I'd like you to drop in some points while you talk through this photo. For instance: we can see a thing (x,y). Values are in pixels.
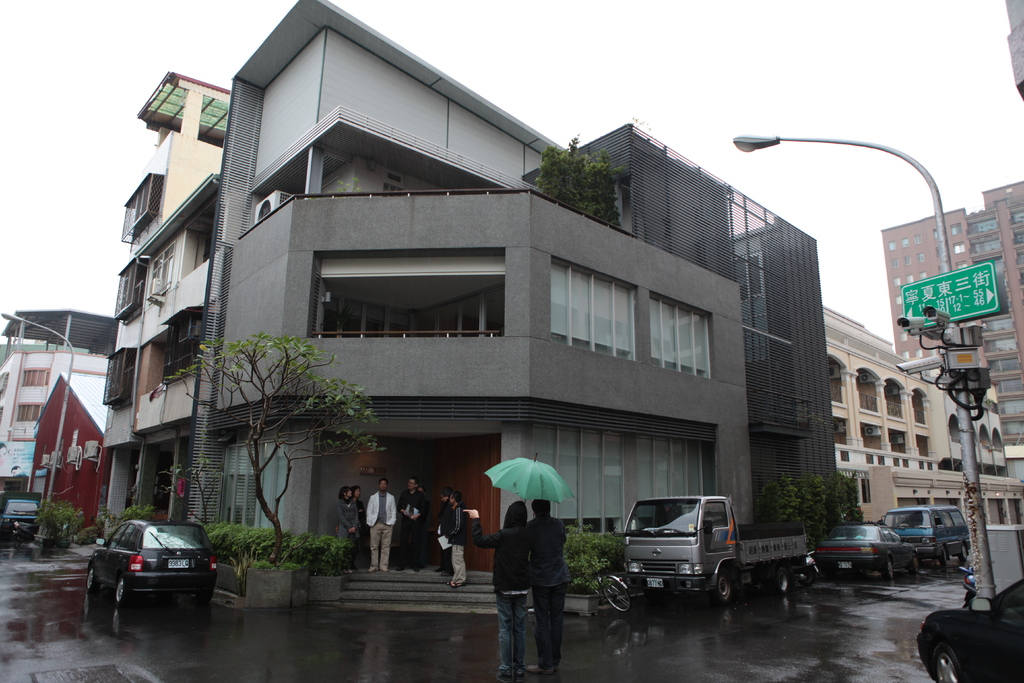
In this image we can see a building (598,299), here is the glass window (621,323), here are the persons (412,498) standing, here is the tree (273,431), here are the two persons (489,539) holding an umbrella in the hand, here is a vehicle (770,540) on the road (804,610), here is the street light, here is the pole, at above here is the sky (235,19).
